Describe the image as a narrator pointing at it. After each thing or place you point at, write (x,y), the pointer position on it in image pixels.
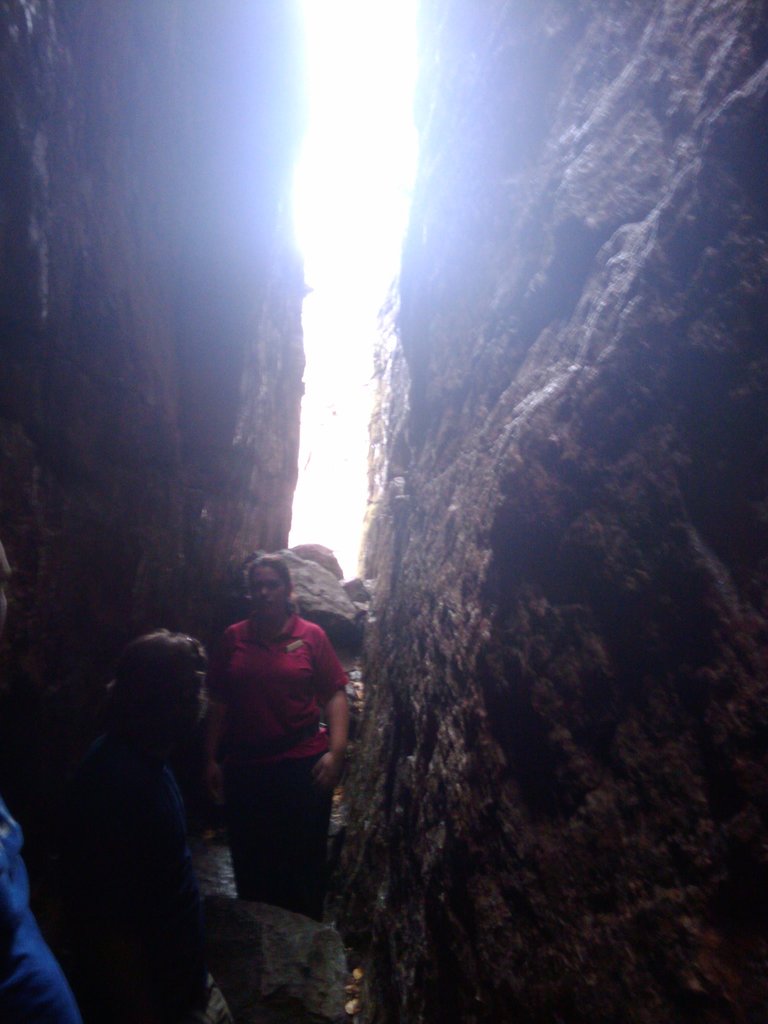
In front of the image there are three people (314,682) standing. There are rocks (459,708). At the top of the image (378,204) there is sky (359,219).
